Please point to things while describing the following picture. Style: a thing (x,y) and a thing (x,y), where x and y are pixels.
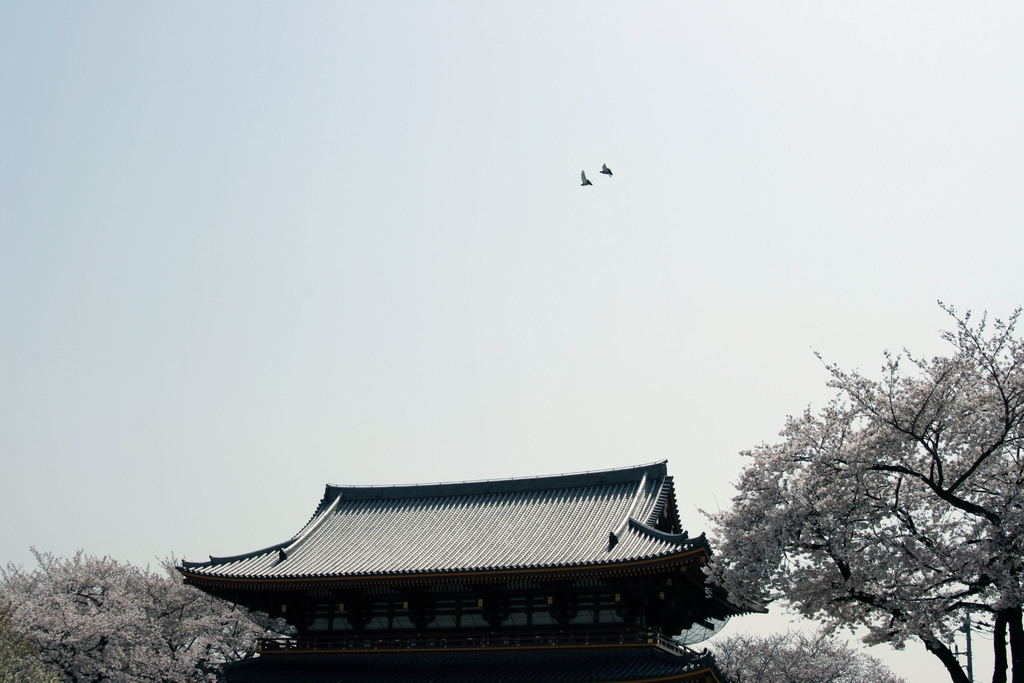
This picture is clicked outside. In the center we can see the roof (613,552) of the house (484,641). In the background (638,359) we can see the sky (190,504) and the trees (876,582). At the top (602,173) we can see the birds (590,177) flying in the sky (597,188).
